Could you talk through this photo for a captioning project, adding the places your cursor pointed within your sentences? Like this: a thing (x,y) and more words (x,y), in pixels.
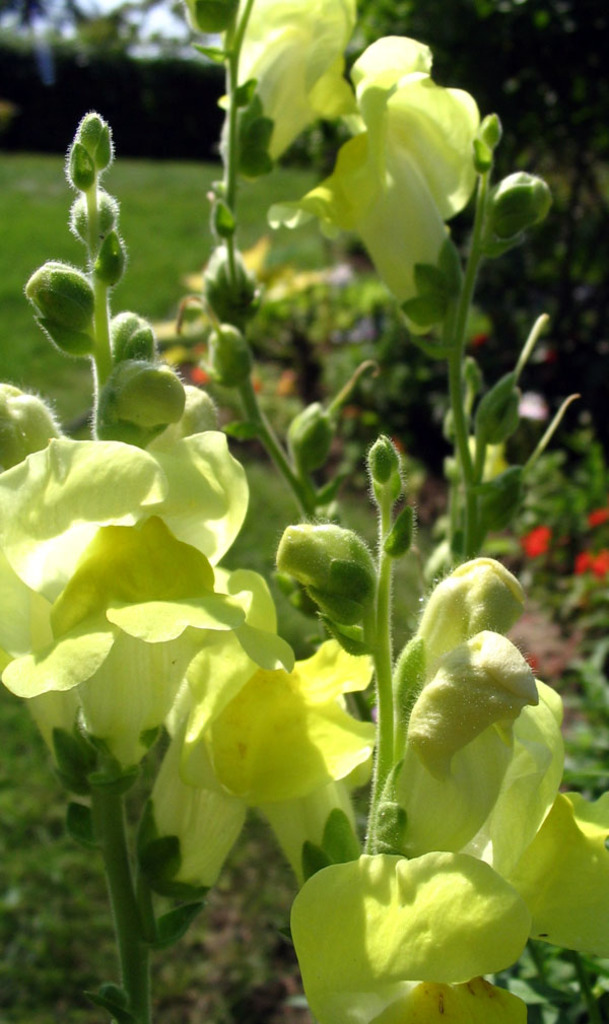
In the picture there are plants (496,521), there are flowers (366,854) to the plants (401,374), there is grass (69,431).
